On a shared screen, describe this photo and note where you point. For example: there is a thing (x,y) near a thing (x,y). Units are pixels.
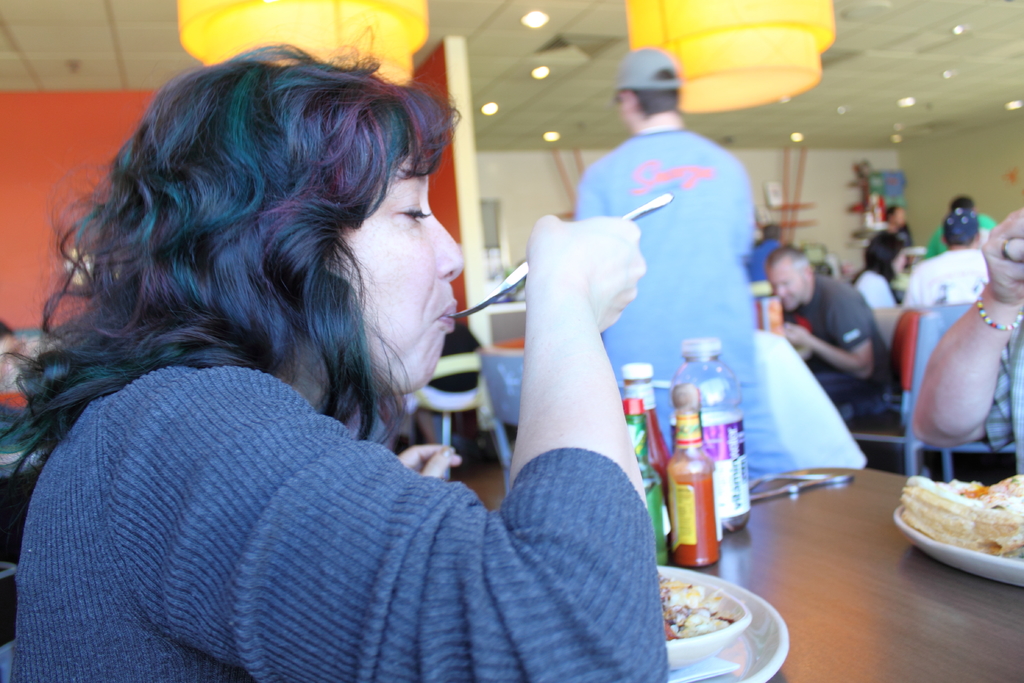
In this picture I can see some people (657,627) are sitting in front of the tables (786,545) and eating, side I can see a person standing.
